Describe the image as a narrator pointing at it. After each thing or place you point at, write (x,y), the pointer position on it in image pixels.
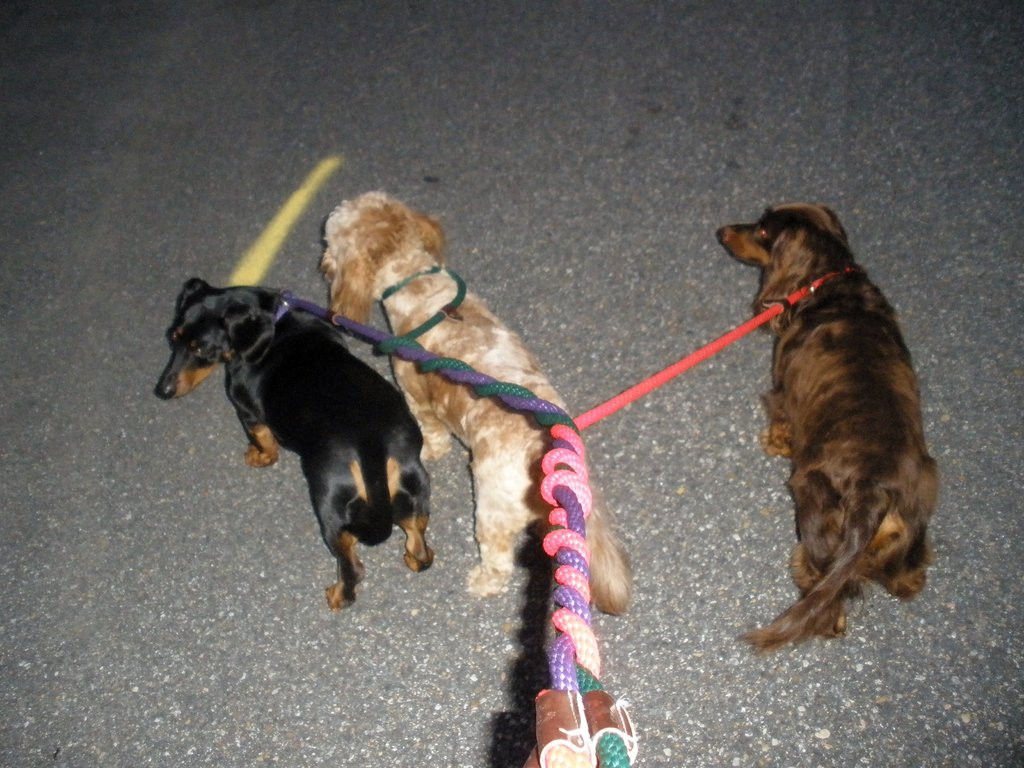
In this picture we can observe three dogs (857,309) of three different breeds. We can observe black, cream and brown color dogs (454,397) on the road (252,217). There are neck belts (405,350) around their necks (429,255). We can observe pink, green and violet color belts (554,431).
